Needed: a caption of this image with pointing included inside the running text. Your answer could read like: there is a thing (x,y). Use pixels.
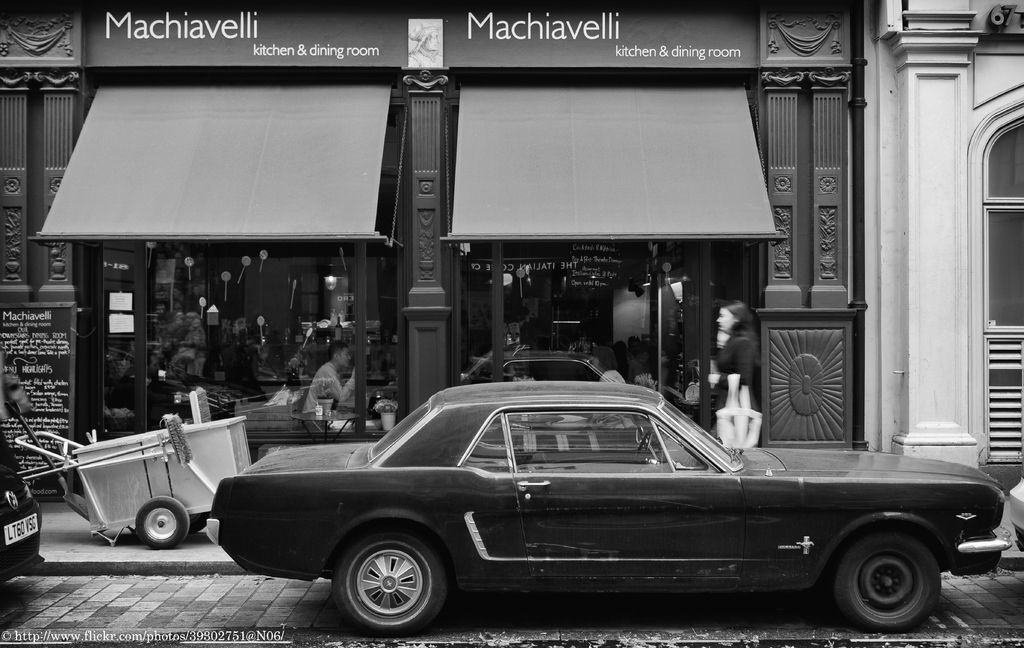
In the picture we can see a vintage car (584,504) which is black in color on the path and behind it on the path (177,552) we can see some cart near to the shop (412,401) and to the shop (427,302) we can see glass walls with door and besides it we can see some house (897,415).
